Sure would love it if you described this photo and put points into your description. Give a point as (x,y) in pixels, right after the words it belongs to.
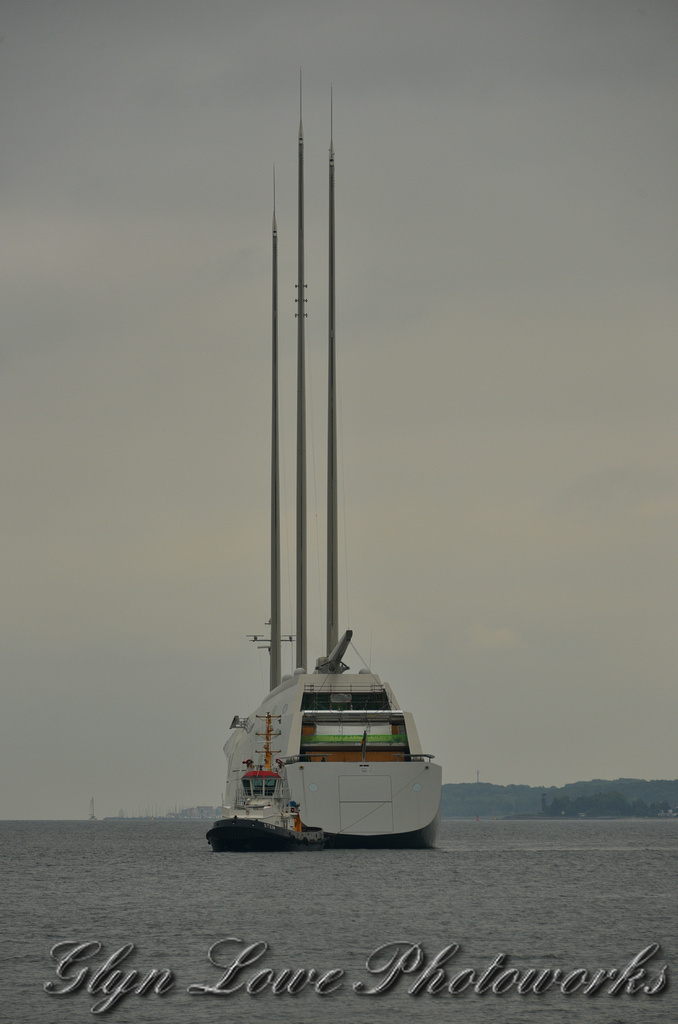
In the center of the image (298,551) we can see a ship (316,791) on the water (415,913). In the background (492,804) there are hills (467,791) and sky (208,801). At the bottom (159,968) there is text (288,978).
